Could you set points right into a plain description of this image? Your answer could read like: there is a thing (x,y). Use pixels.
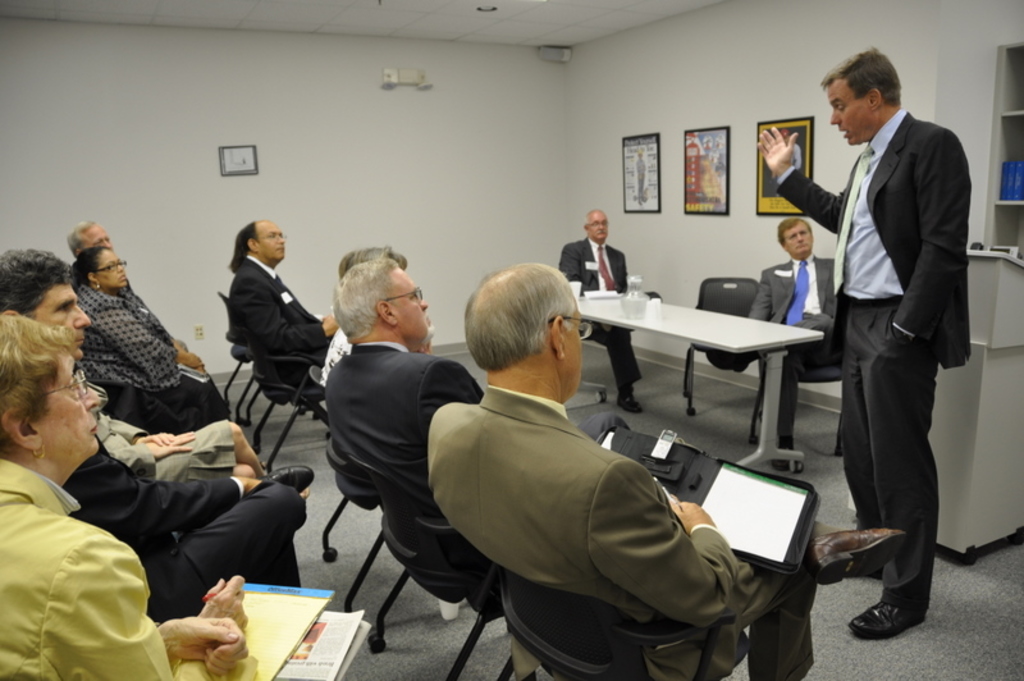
In this image there are group of people (185,349) sitting in chairs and in table (610,312) there is a jug (637,302), glass (650,312), chair (739,283), frames (757,208) attached to wall (748,226), another person (816,209) standing and talking to with all the people (398,267).
